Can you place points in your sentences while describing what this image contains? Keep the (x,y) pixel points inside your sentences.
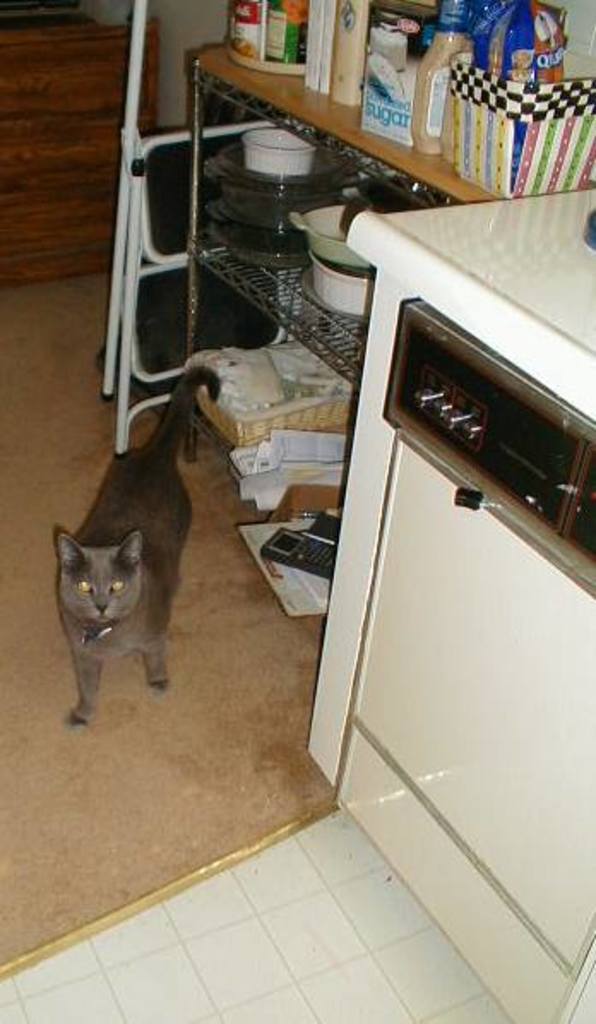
In this image, we can see a cat (176,555) on the floor (169,874) and in the background (142,156), there are stands (131,155) and we can see a rack (228,81) with baskets (268,406), vessels (304,199), containers (246,46) and there are some packets (365,74) and some other objects (271,486) and there is a wall (166,45).
